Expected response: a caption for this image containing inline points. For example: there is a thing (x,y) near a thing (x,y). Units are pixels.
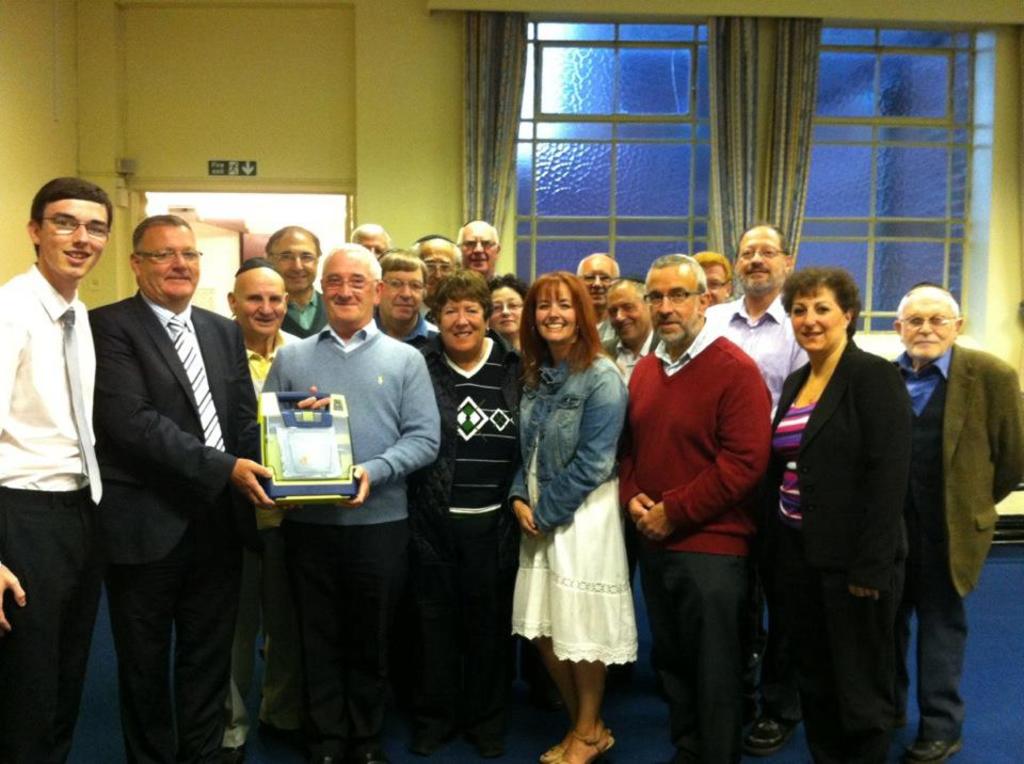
In this image we can see persons (322,534) standing on the floor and one of them is holding an object (312,448) in the hands (240,461). In the background (407,70) we can see windows (590,126), curtains (479,130), walls (291,165) and a sign board (231,167).
